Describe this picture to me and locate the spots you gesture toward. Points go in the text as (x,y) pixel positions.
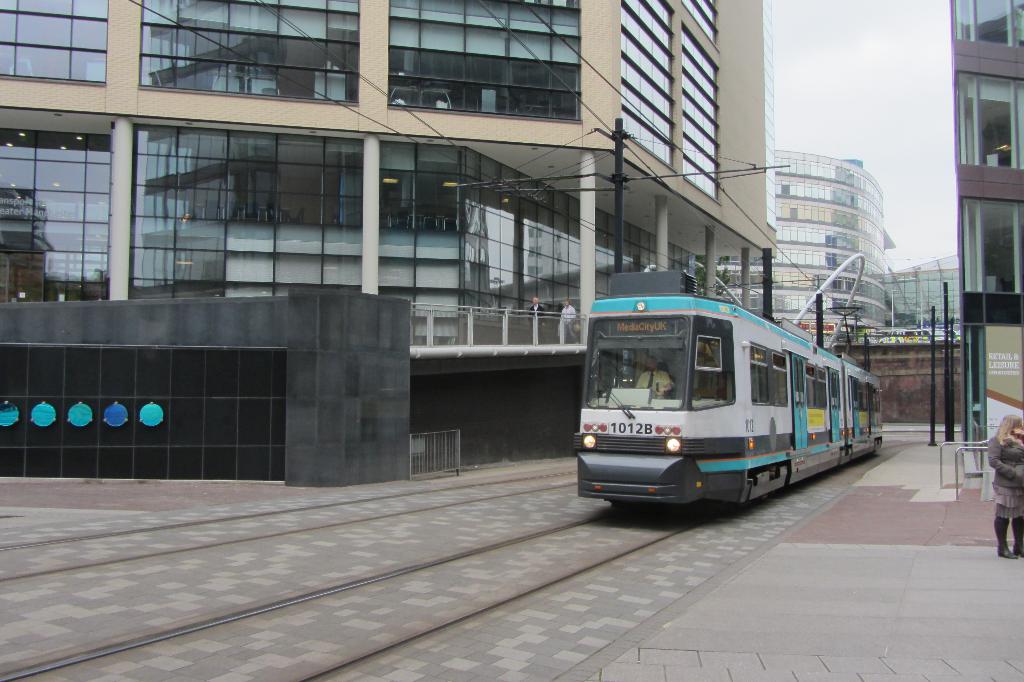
In the middle of the image (647,342) there is a locomotive (785,335). Behind the locomotive (785,335) there are some poles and buildings (498,227). At the top of the image (879,104) there are some clouds (894,11) and sky (895,141).
